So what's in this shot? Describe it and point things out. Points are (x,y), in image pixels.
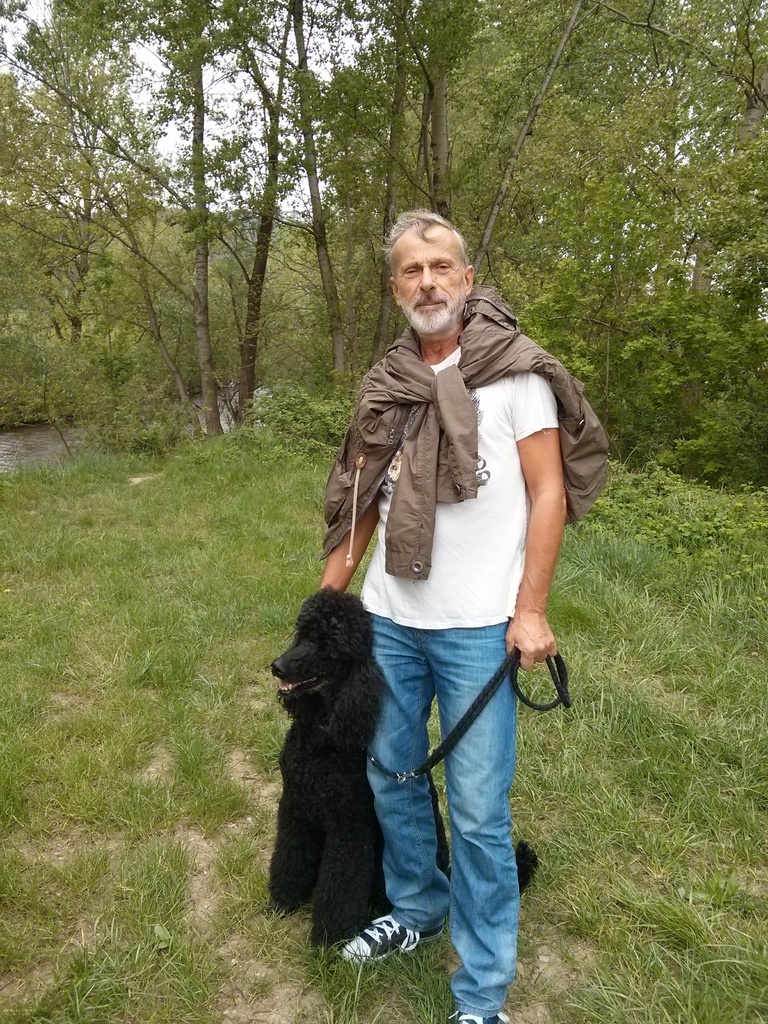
In this picture we can see man (501,329) wore white color T-Shirt (496,452), jacket (429,398) to his neck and holding dog (293,690) with his hand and in the background (312,320) we can see tree (252,139), sky (133,91).
